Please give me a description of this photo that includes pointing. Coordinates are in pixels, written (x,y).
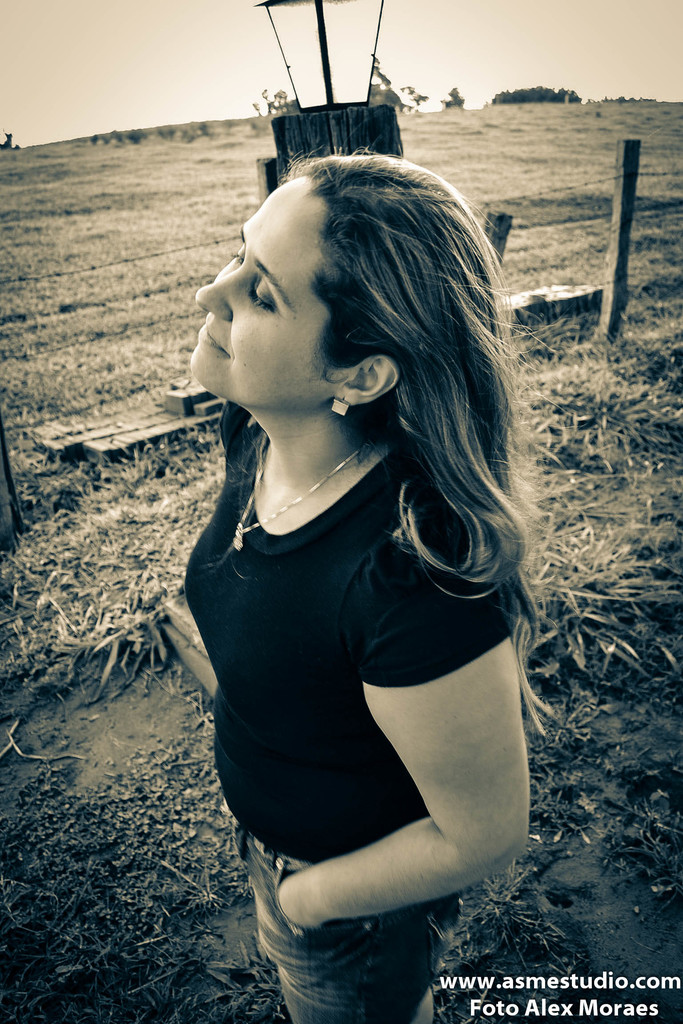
In the foreground of this image (292,532), there is a woman (292,699) standing on the ground (264,965), putting a hand (296,903) in her pocket (285,937). In the background (334,84), there is a lamp (336,98) to the pole (384,117), barbed wires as fencing (623,197), grassland (202,188), few trees (451,94) and the sky (129,41).
